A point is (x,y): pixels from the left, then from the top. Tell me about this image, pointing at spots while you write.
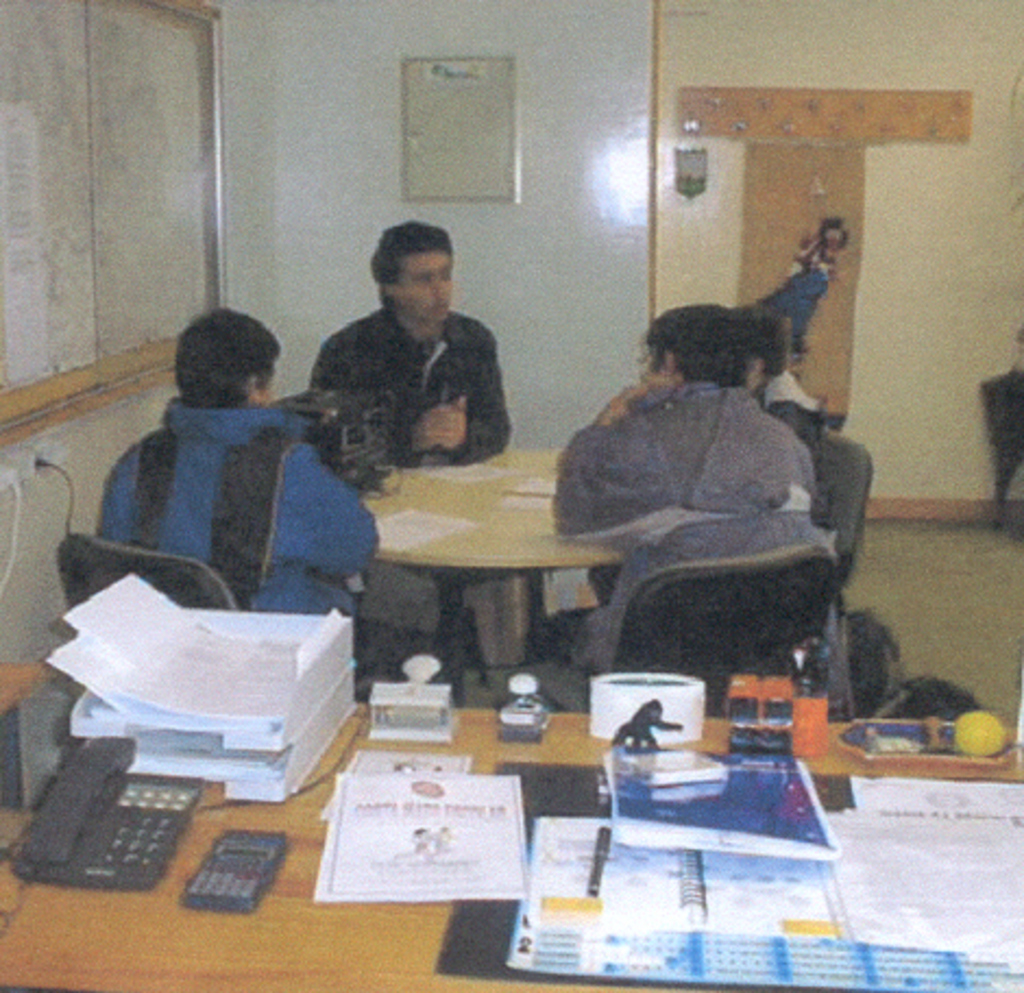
These people (349,500) are sitting on chairs (188,593). On these tables (366,911) there are papers (143,590), telephone (74,790), calculator (260,894) and things (610,719). Boards (166,218) are on the wall (523,108).
